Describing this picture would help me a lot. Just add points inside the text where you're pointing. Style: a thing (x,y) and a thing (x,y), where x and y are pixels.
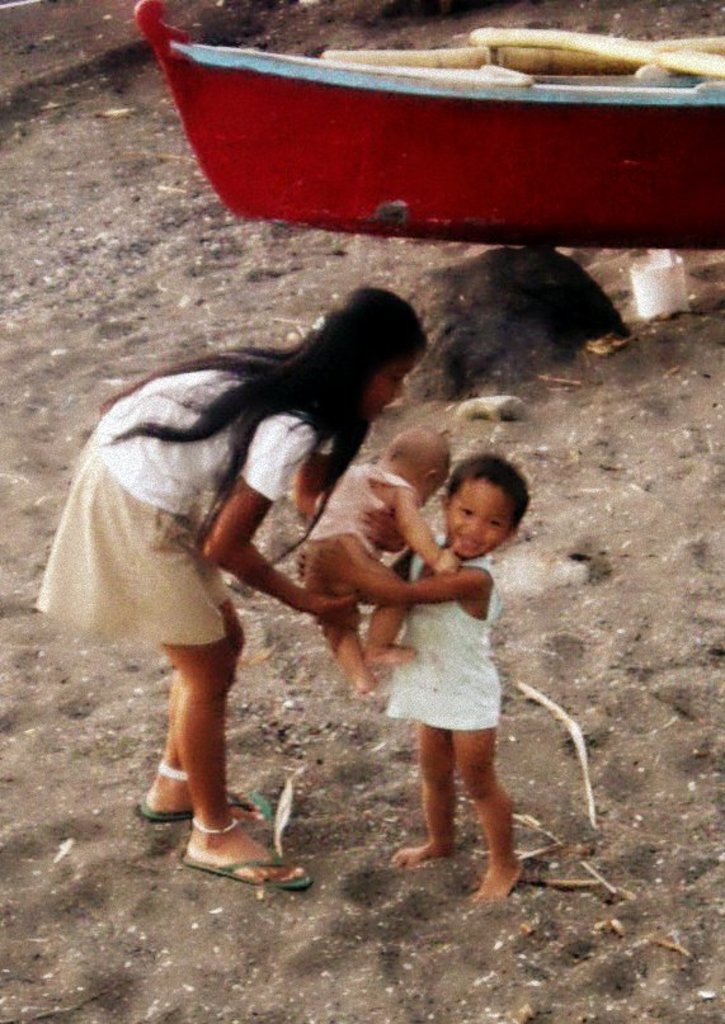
In the center of the image (457,652) we can see a boy (471,785) standing and holding a baby (400,520) in his hand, next to him there is a girl (240,531). In the background (292,223) we can see a boat (428,173). At the bottom (461,1000) there is sand (378,960).
